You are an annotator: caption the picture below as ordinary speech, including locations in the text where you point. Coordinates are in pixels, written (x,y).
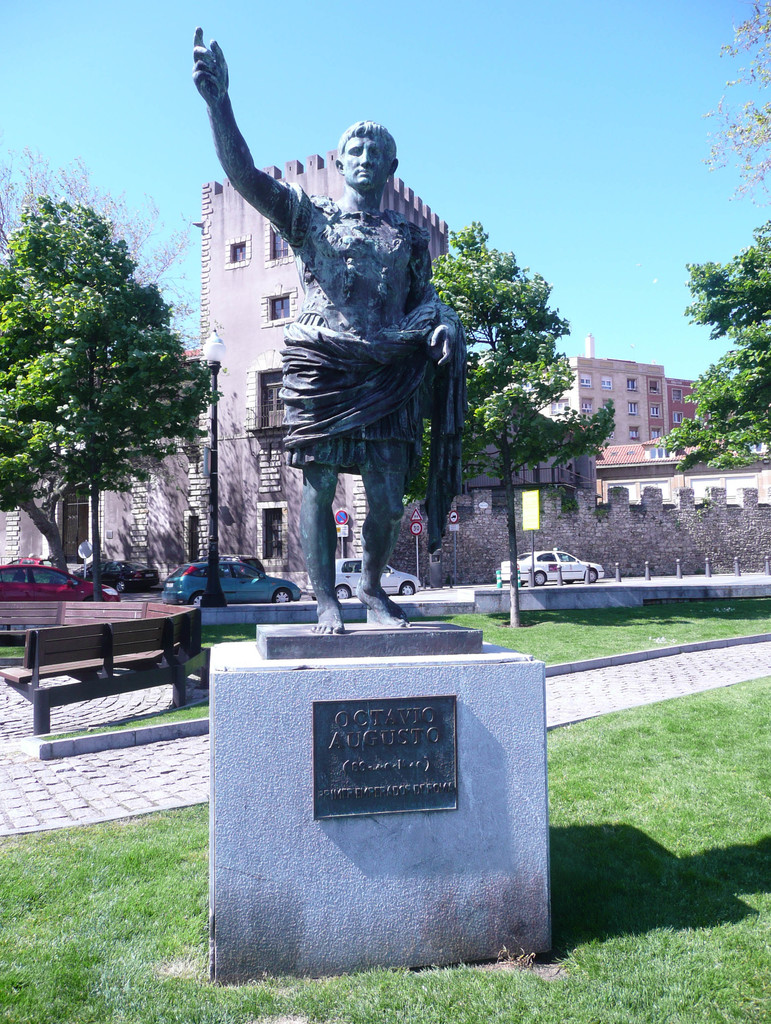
In the center of the image (294,367) there is a statue (307,438) on the grass (341,986). In the background (92,652) we can see benches (92,652), trees (59,289), vehicles (277,593), roads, sign boards (453,514) and sky (456,115).
